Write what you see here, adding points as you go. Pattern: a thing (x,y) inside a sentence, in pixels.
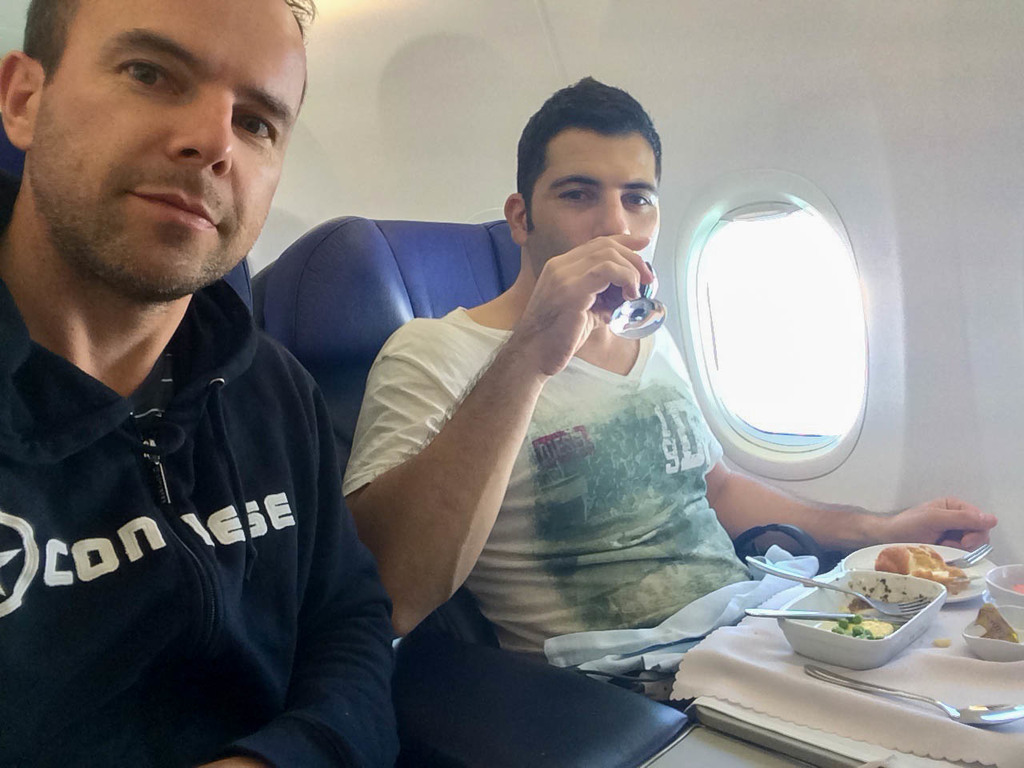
On the left side (141,512), there is a person (156,337) sitting. Beside this person (105,475), there is another person (621,429) sitting on a violet color seat (471,270), holding a glass (631,302) and drinking in front of the table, on which there are food items (834,623) arranged. Beside him, there is a window (759,291). And the background (872,28) is white in color.
